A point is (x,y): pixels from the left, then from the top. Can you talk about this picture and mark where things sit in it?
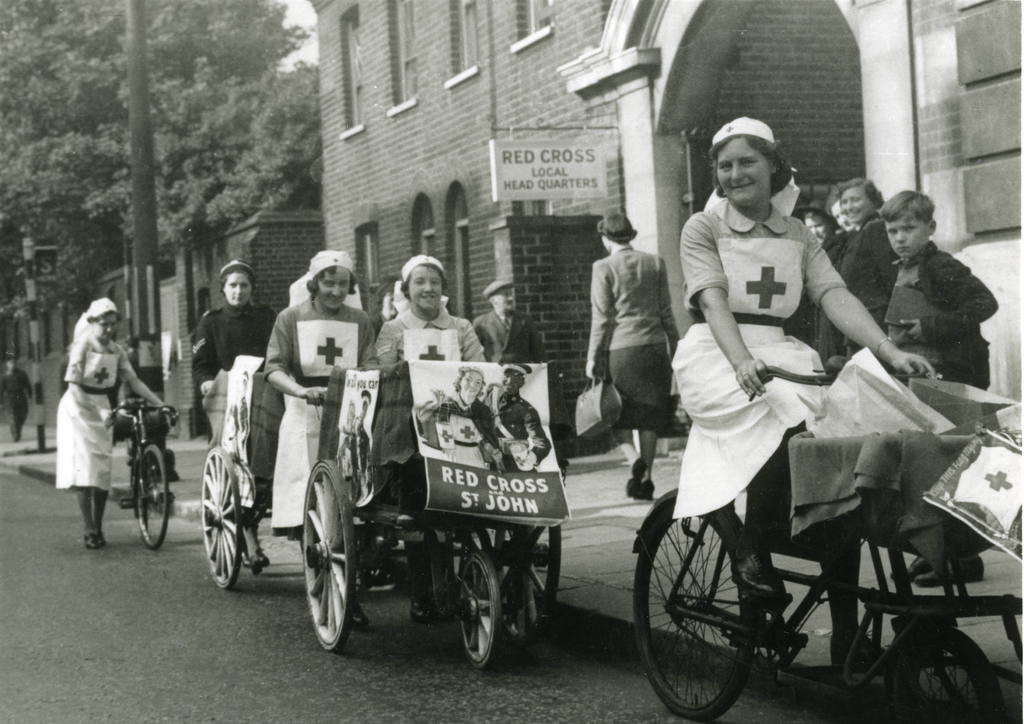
In the picture we can see a road (94,696) on it we can see two carts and with them we can see nurses (71,468) standing and in front of them we can see one woman (864,336) is riding a cycle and beside them we can see a path (616,602) on it we can see some people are standing and smiling and beside them we can see a building (334,30) and a name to it as red cross local head quarters and beside the building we can see some houses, poles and trees (285,56).
